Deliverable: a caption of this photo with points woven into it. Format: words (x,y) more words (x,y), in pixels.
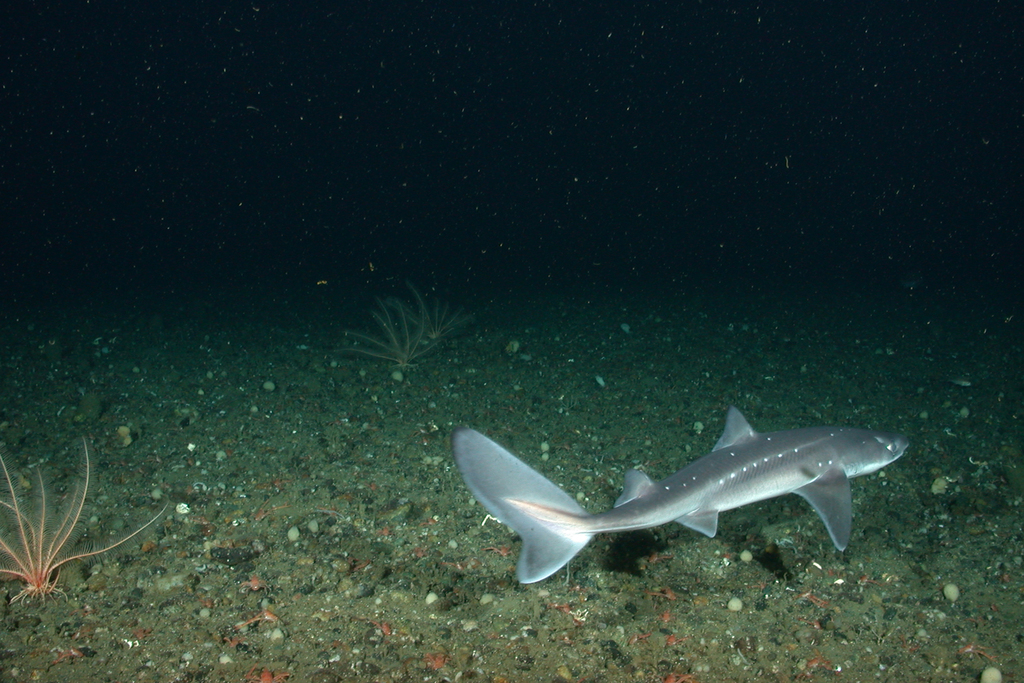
This picture describes about under water environment (537,411), in this we can find few plants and a fish (594,524).
